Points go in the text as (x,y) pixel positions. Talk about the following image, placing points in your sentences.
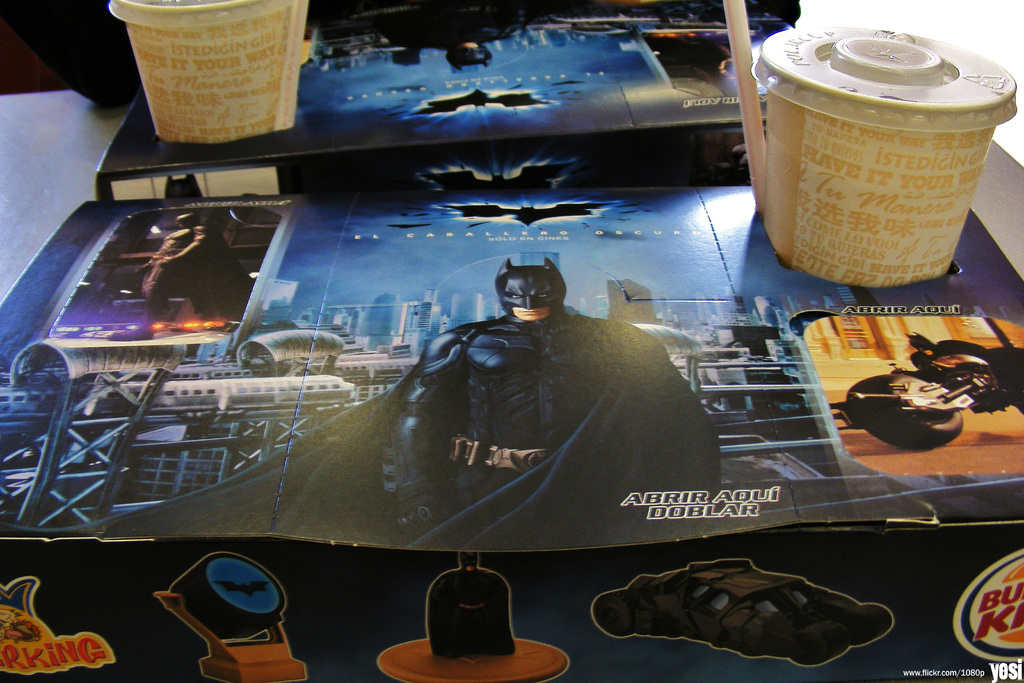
In this image there are two cups (271,22) and a straw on meal boxes (383,200) on a table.
